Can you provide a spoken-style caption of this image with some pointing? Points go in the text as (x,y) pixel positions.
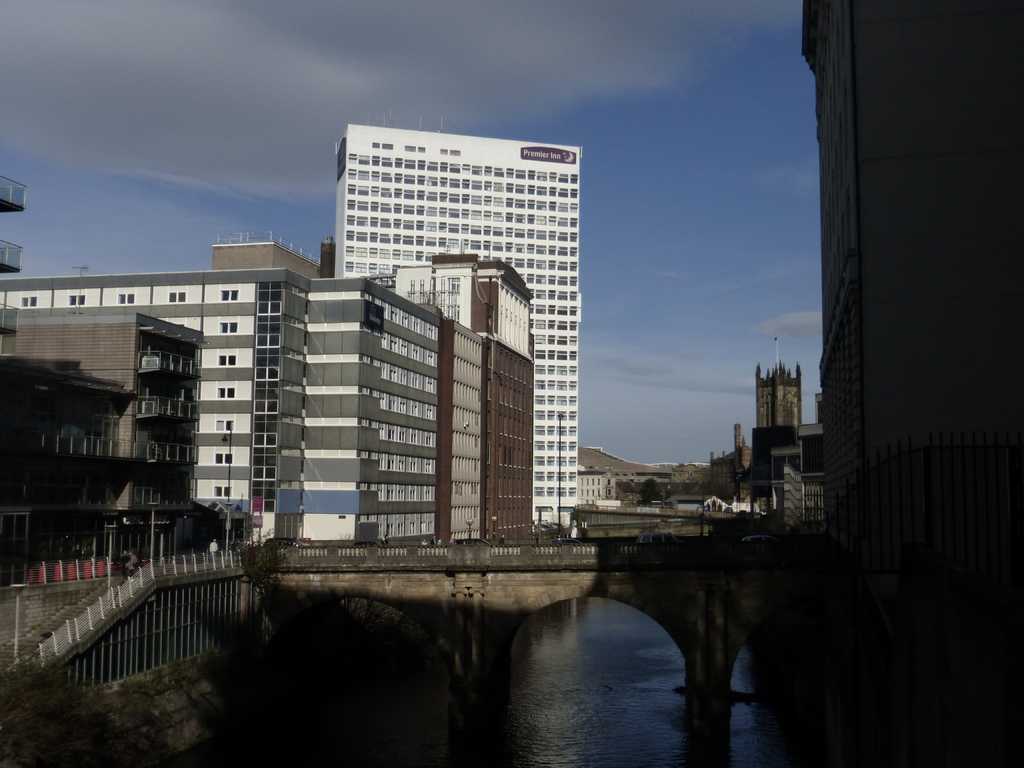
In this image we can see the buildings (895,498), stairs (103,585), railing (78,560) and also the bridge (531,599). In the background (180,16) we can the sky (730,313) with some clouds (161,10). At the bottom (513,720) we can see the water (519,715).
